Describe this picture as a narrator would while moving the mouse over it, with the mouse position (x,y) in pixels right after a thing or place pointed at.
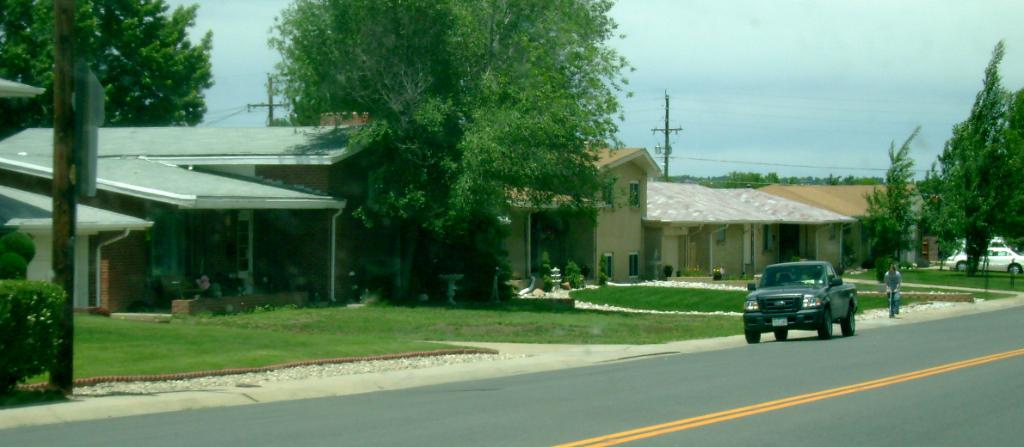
In the middle of the image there is a vehicle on the road (918,341). Behind the vehicle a man (891,273) is standing on a hover scooter (890,289). Bottom left side of the image (18,309) there is grass (85,356) and there are some plants (28,300). Top left side of the image (216,144) there are some buildings (22,153) and trees (14,8) and poles (55,148). Top right side of the image (895,64) there are some clouds (818,19) and sky (790,40).
